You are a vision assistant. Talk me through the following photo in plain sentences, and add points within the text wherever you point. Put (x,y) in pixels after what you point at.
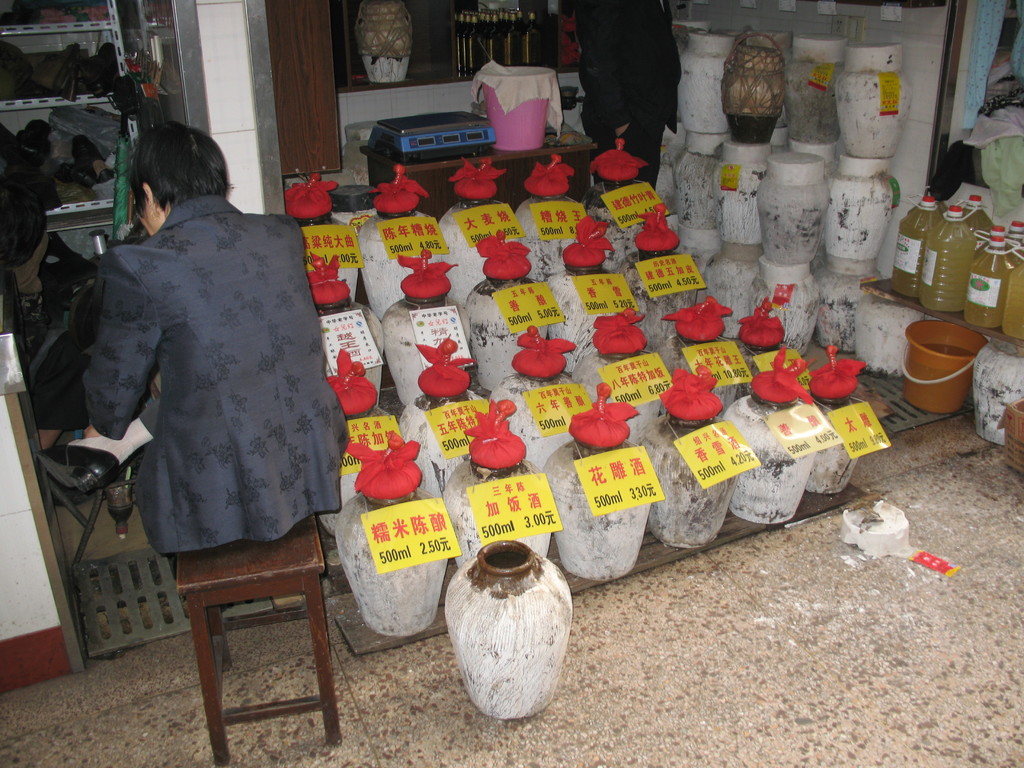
In this image we can see a person (194,498) sitting on a stool (312,589). Here we can see pots (660,308), price tags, bucket (914,378), cloth (342,288), bin (543,118), bottles (483,62), rack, and objects (473,139). Here we can see a person (622,7) standing on the floor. There is a wall (929,43).
